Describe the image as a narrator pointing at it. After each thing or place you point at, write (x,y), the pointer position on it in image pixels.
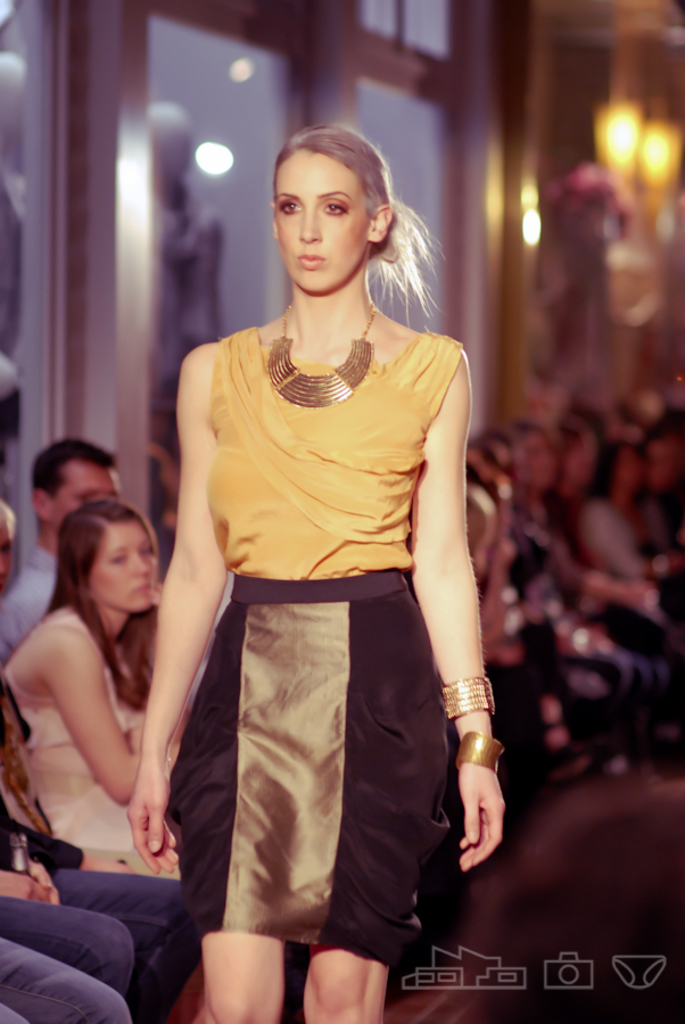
In this image we can see a woman (468,863) standing on the ramp (474,979) and people (62,626) sitting on the chairs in the background (577,500).
